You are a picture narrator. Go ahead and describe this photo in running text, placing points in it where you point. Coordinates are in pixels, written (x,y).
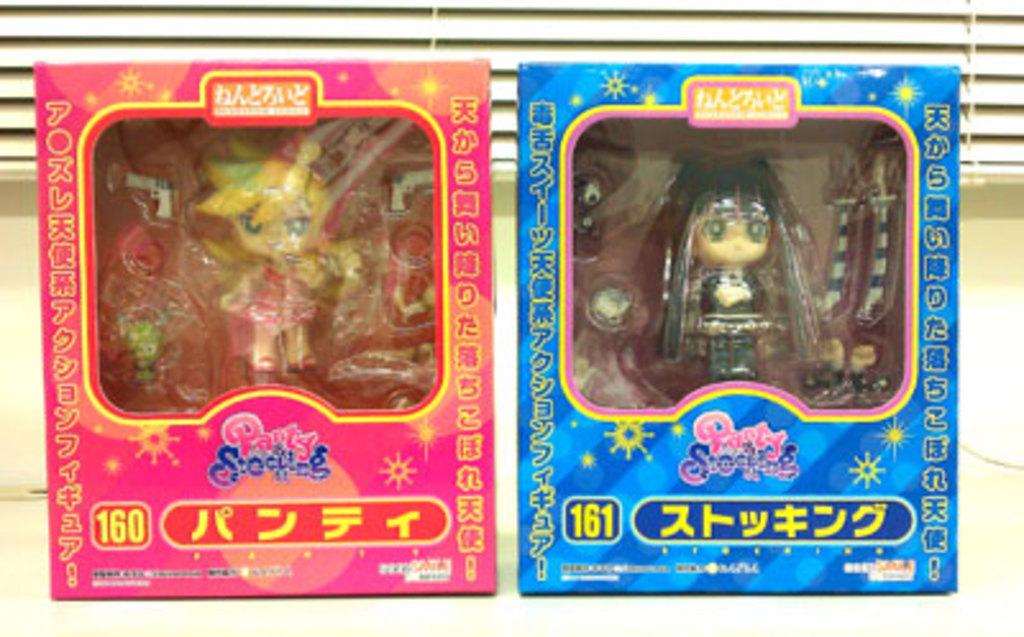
In this image there are two toy boxes (370,117) one beside the other. In the toy boxes (452,319) there are small toys (712,277). In the background (437,60) there is a curtain (205,32).
